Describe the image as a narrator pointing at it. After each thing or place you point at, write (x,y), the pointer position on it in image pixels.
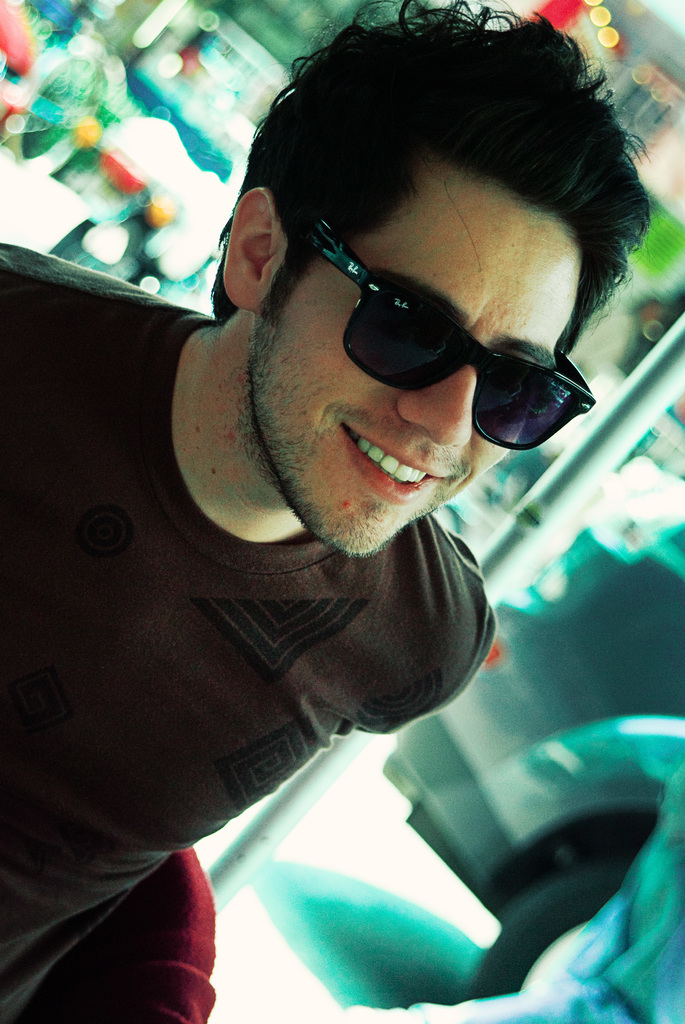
It is the image of a man (380,411) who is wearing the black colour spectacles (414,341). On the right side (580,664) there is a car (584,725) on the road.
